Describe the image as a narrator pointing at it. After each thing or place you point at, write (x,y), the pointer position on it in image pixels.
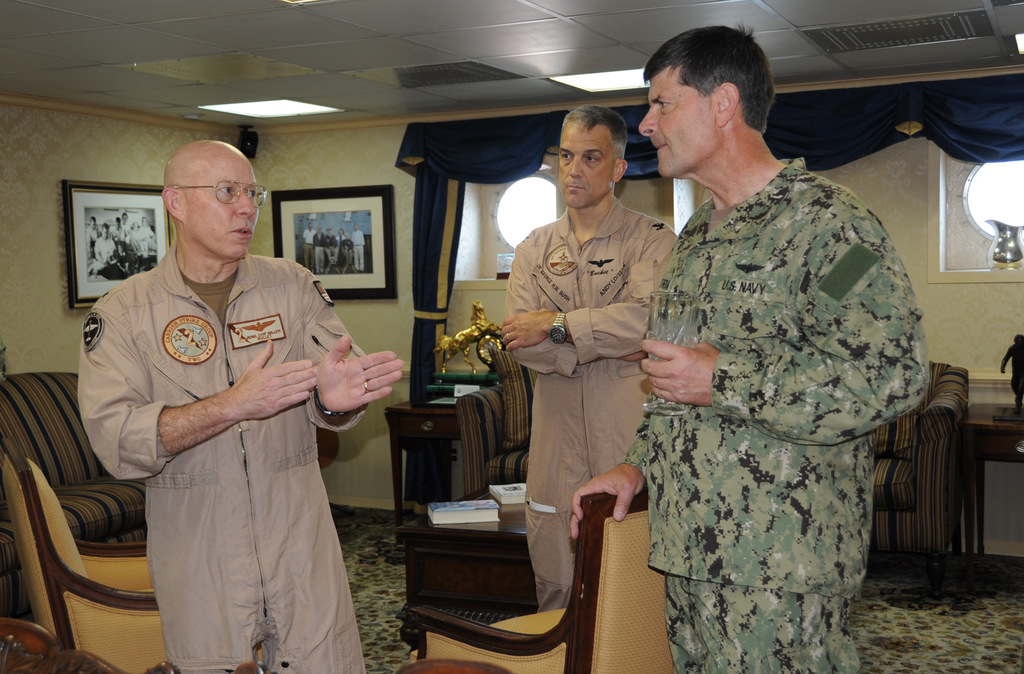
Here we can see a three men (305,640) are standing and these two (767,620) are having a conversation. This person (619,330) is paying attention to these people (747,416). In the background (84,228) we can see a photo frames (139,226) which are fixed to wall (379,333) and a table (417,435) and chairs (1,560).
